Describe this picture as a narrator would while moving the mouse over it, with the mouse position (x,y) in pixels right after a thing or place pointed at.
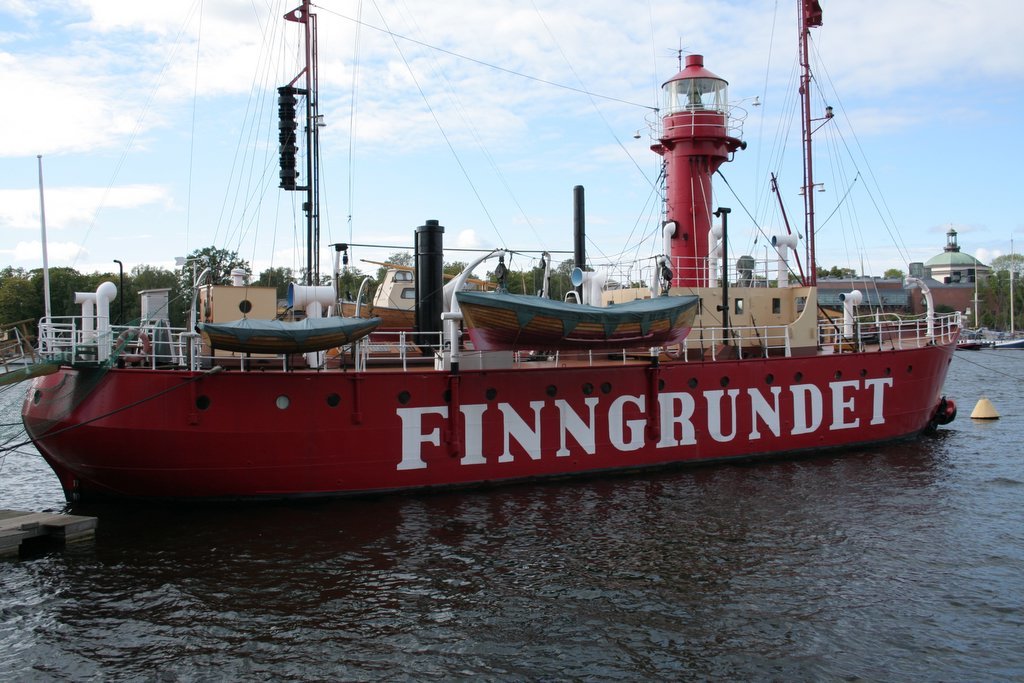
Here we can see a ship (742,353) on the water (579,568) and we can see poles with strings (626,252). Background (835,176) we can see trees (992,275) and sky (571,101).
